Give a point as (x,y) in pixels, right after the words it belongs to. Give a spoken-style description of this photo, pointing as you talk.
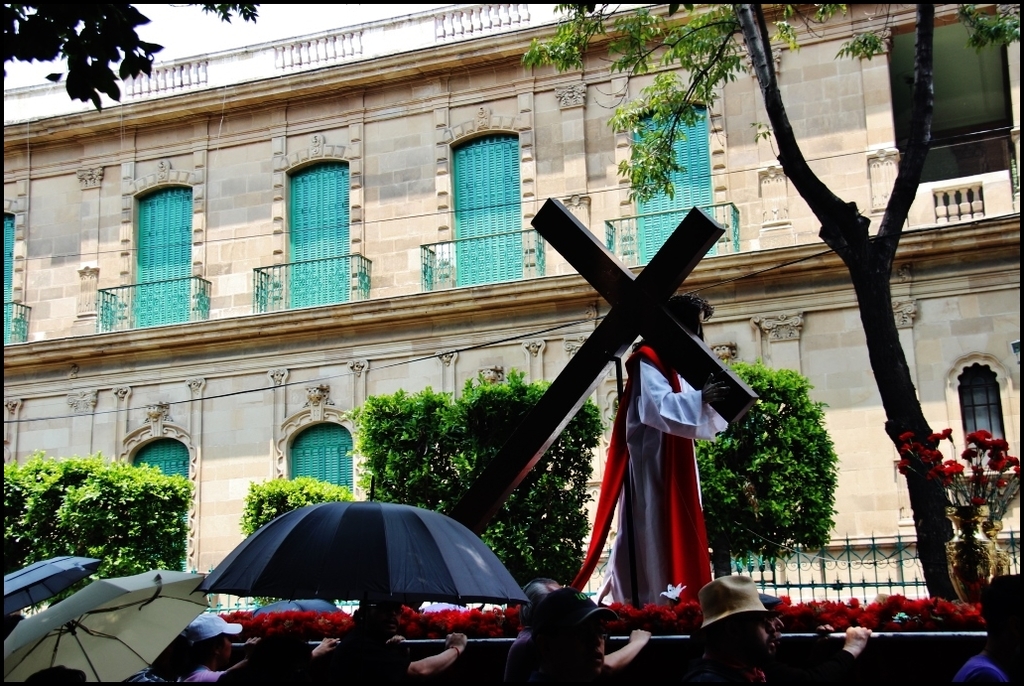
In this image, we can see a person (679,384) holding a cross (523,466) and in the background (233,362), there is a building (443,234) and we can see railings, trees (809,383), flower vases (966,538), some plants (533,538) and we can see people (530,589), some are holding umbrellas (424,589) and there are some of the people (550,642) are wearing caps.
